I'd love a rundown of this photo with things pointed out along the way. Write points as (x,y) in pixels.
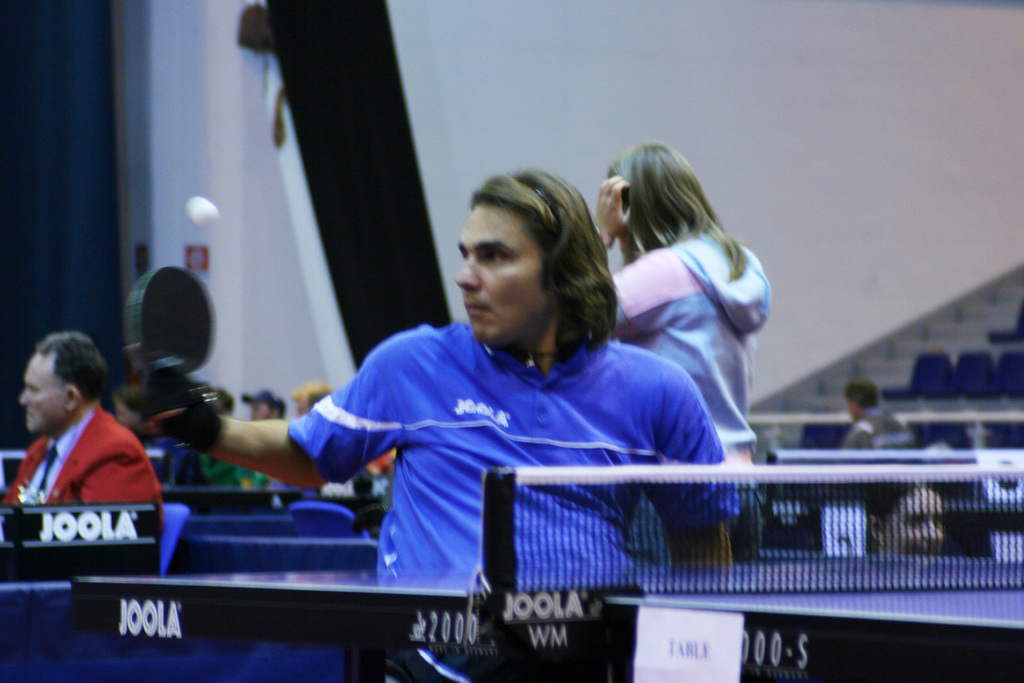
In this image I can see a man (607,398) is playing the table tennis, he wore blue color t-shirt (499,438). Behind him there is a girl (737,305), she wore sweater (720,337). On the left side (72,440) there is a man (116,477), he wore red color coat (127,482), on the right side (813,506) there is the table tennis board (961,645).
